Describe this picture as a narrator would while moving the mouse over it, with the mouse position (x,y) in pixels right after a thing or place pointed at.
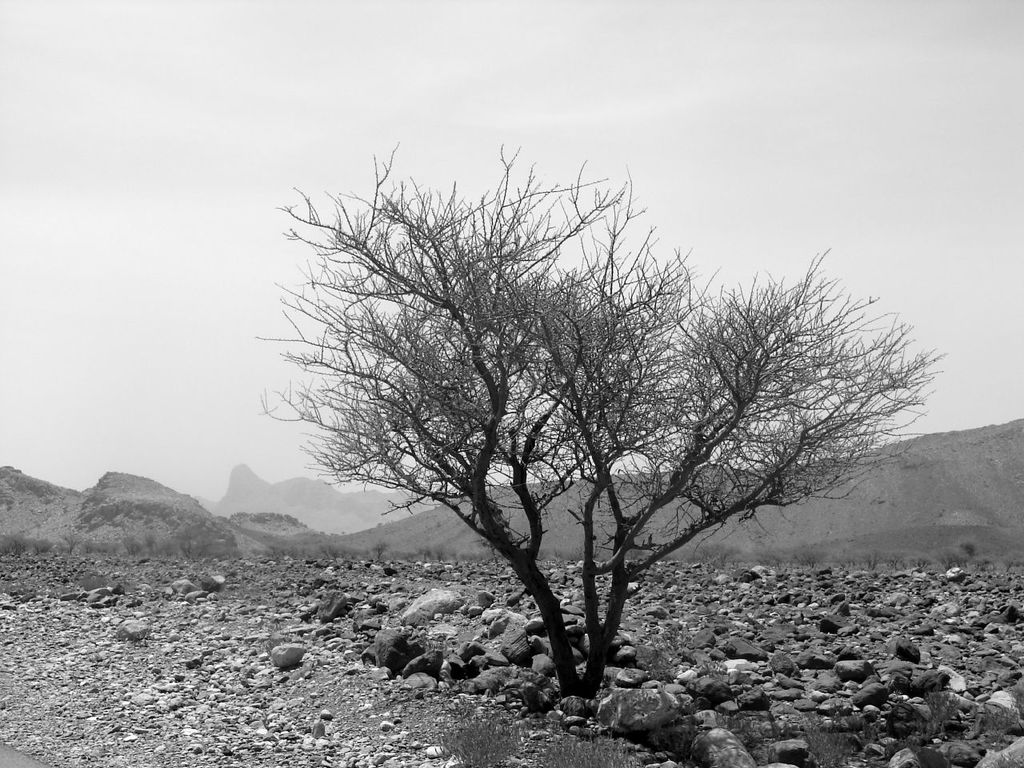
In this image in the front (522,694) there are stones (475,679) on the ground (634,586). In the center (566,443) there is a tree (535,532) and in the background (535,487) there are mountains (839,495) and the sky (312,127) is cloudy.
